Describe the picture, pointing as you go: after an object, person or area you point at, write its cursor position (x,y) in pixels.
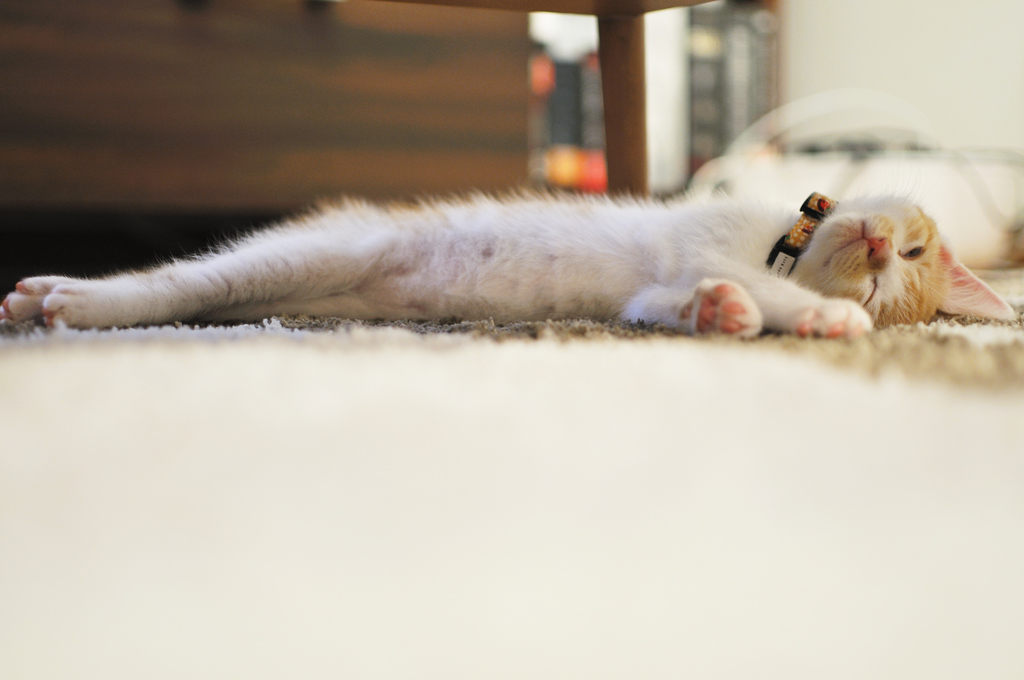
In the center of the image (624,282) there is a cat (638,303) sleeping on the carpet (620,393).
